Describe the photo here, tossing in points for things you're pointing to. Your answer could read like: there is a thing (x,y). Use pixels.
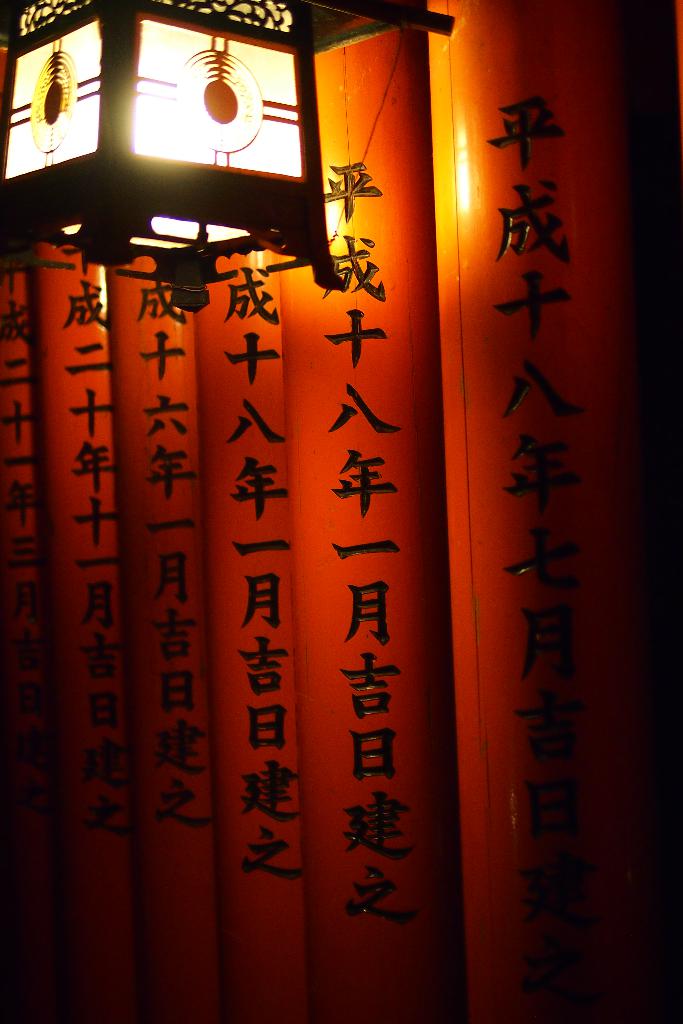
Here we can see hoardings (344,746) and a light (264,48).
